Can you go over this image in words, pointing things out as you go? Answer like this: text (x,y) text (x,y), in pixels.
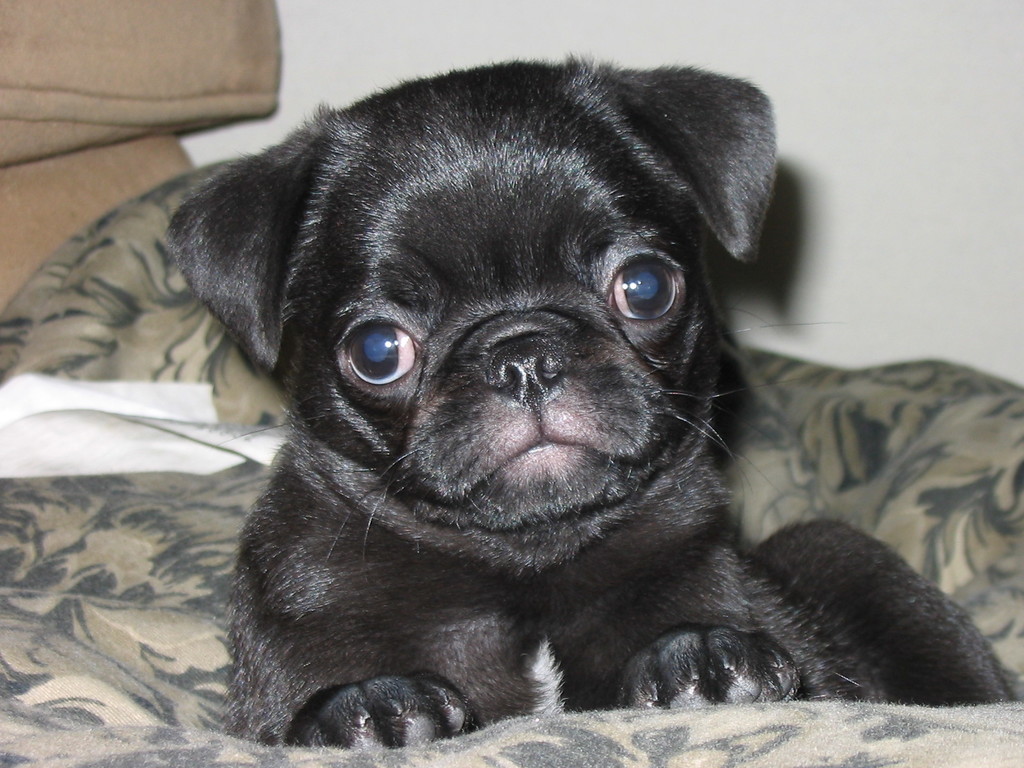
As we can see in the image there is a white color wall (909,162) and black color puppy (477,389) sitting on sofa (133,616).
